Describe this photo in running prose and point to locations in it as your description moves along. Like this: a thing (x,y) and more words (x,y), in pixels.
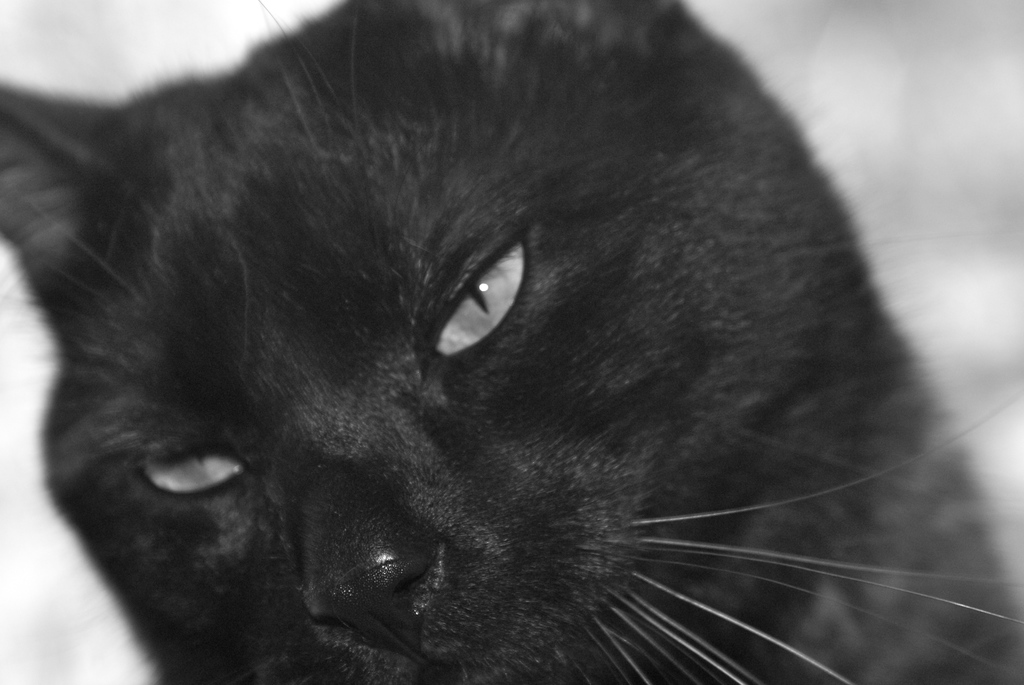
In this picture we can see a black color cat (413,293).
